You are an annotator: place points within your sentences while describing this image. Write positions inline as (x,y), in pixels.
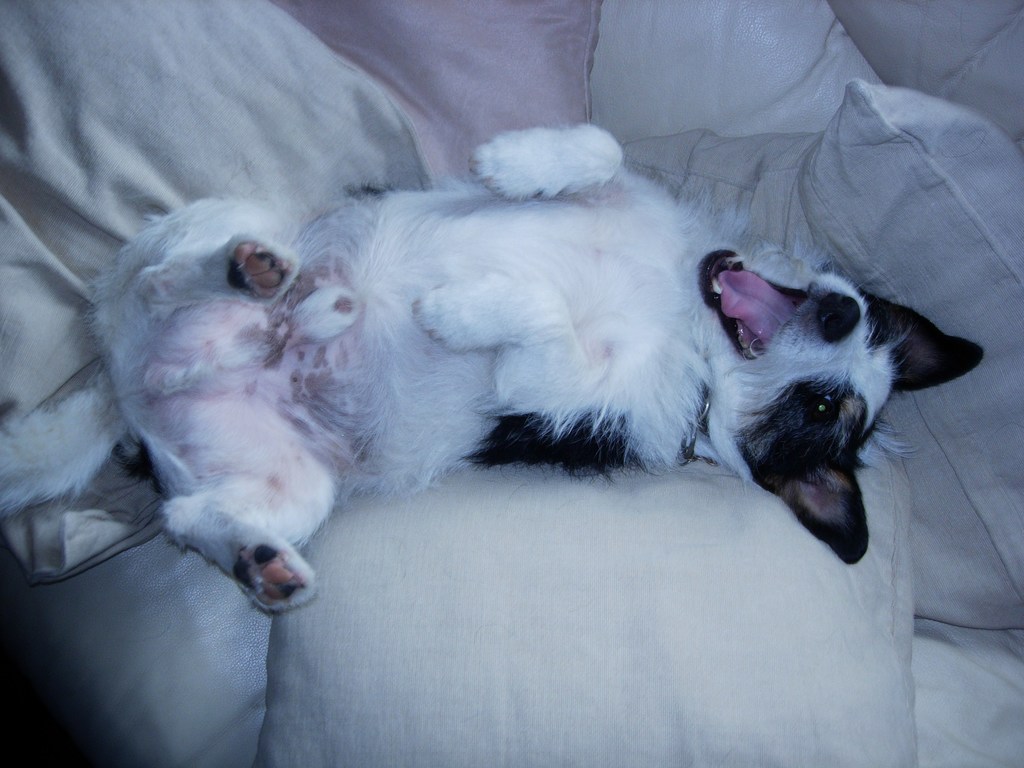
In the middle of the image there is a dog (280,480), on the couch (1013,48) and there are some pillows (798,635).
